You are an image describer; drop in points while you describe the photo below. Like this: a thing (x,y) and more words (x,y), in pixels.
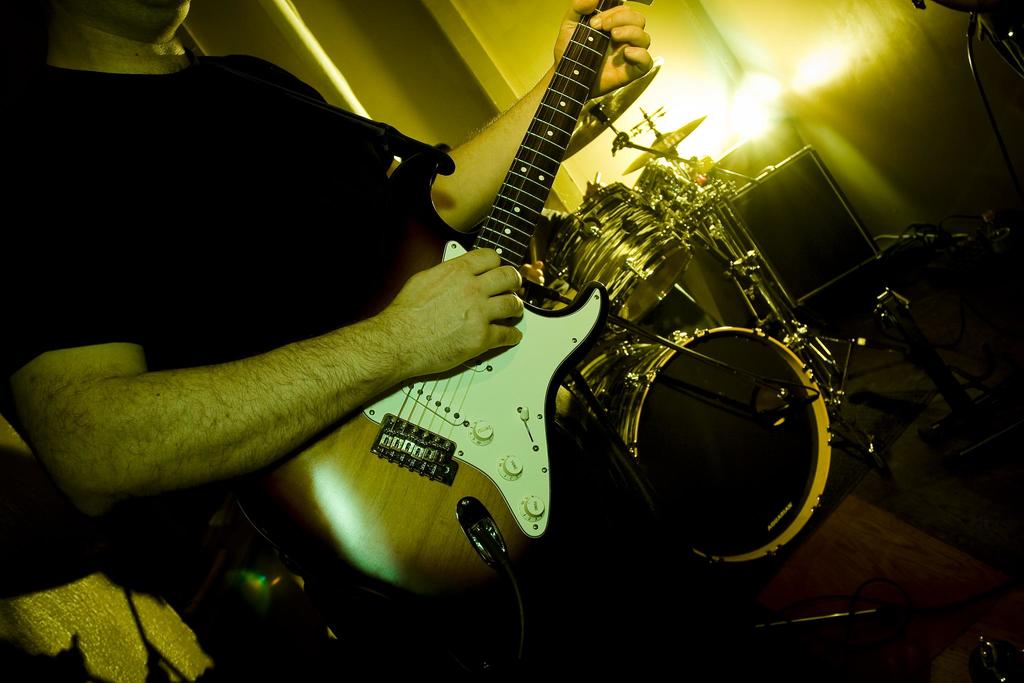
This picture shows a man (502,279) playing guitar (260,469) and we see drums (672,356) on the side and a light (750,130) and we see man (170,168) wore a black color t-shirt (180,209).
